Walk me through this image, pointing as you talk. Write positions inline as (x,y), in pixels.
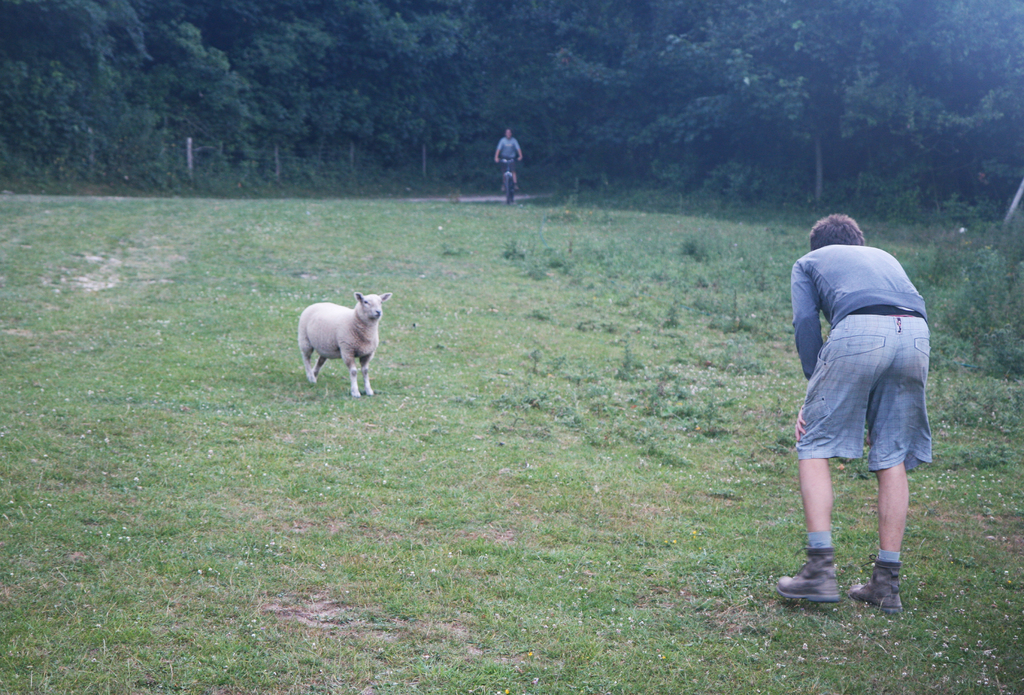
In the center of the image (361,346) we can see a person (809,412) is standing and one animal (362,333). In the background (375,144), we can see trees (807,129), plants (913,224), grass (494,228), poles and one person (503,150) is riding a cycle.
